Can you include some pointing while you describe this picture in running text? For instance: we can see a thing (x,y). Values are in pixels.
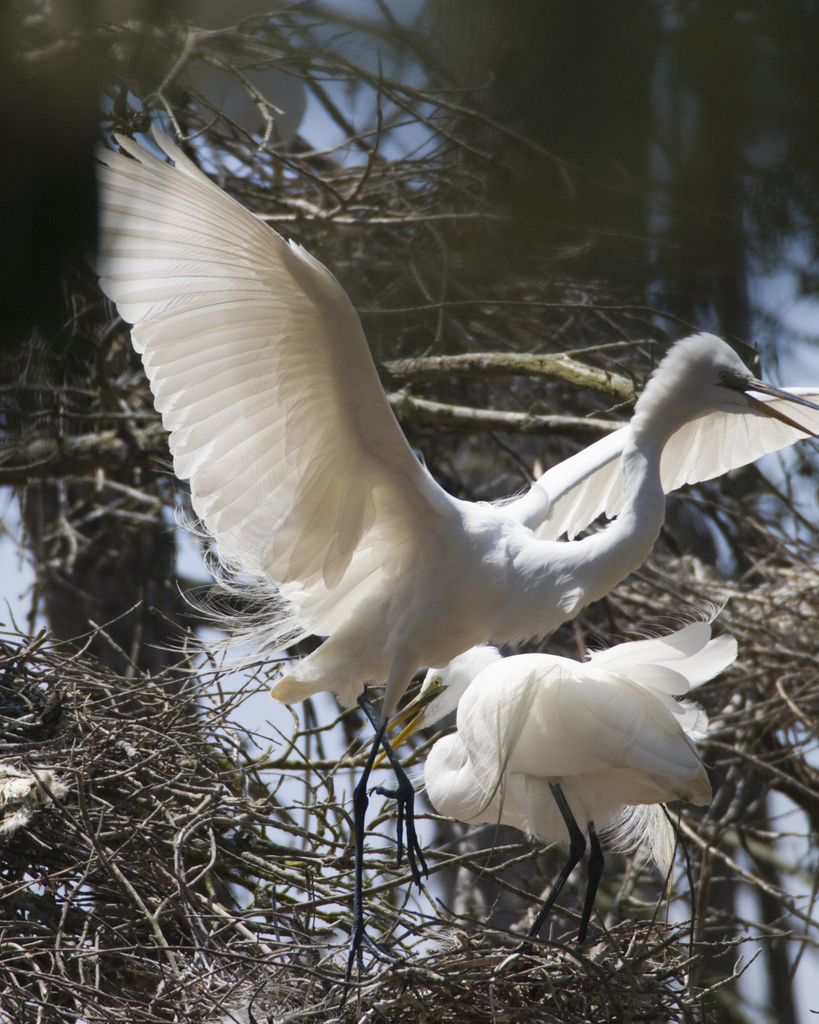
In this image we can see two birds (546,746) on the branches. Behind the birds (398,489), there is a blurred background (775,703).
